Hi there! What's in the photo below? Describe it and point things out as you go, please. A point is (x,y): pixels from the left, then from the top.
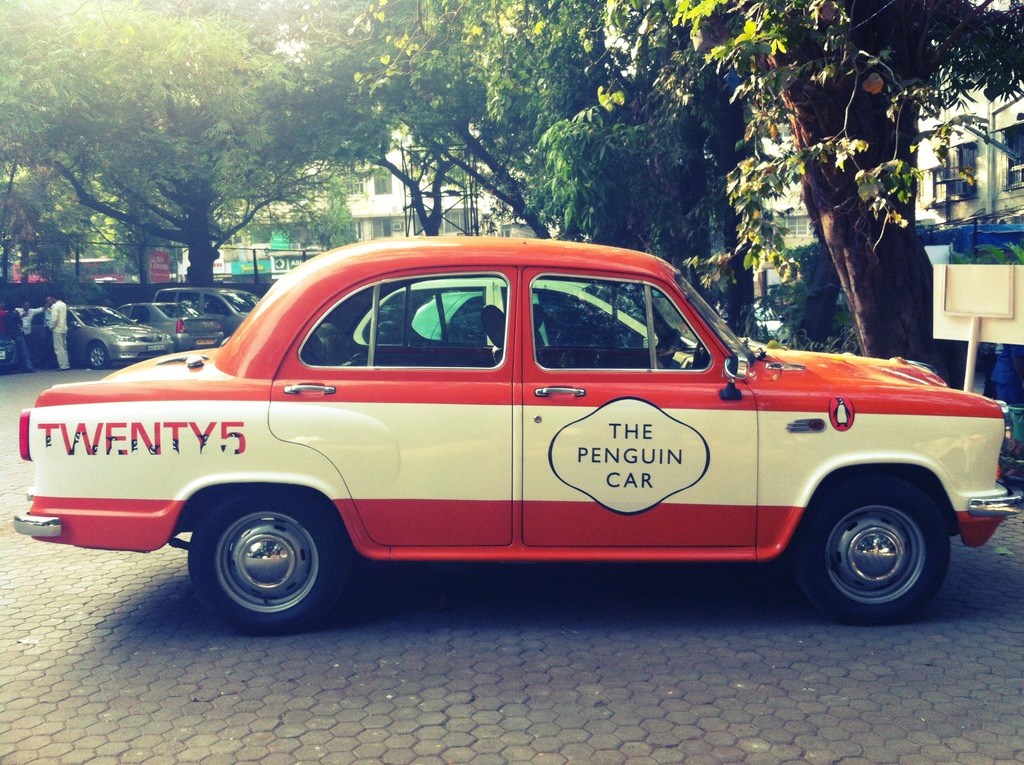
We can see vehicles (169,476) on the surface (117,670) and trees (752,230). In the background (157,269) we can see buildings (244,229), people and boards (165,258).
